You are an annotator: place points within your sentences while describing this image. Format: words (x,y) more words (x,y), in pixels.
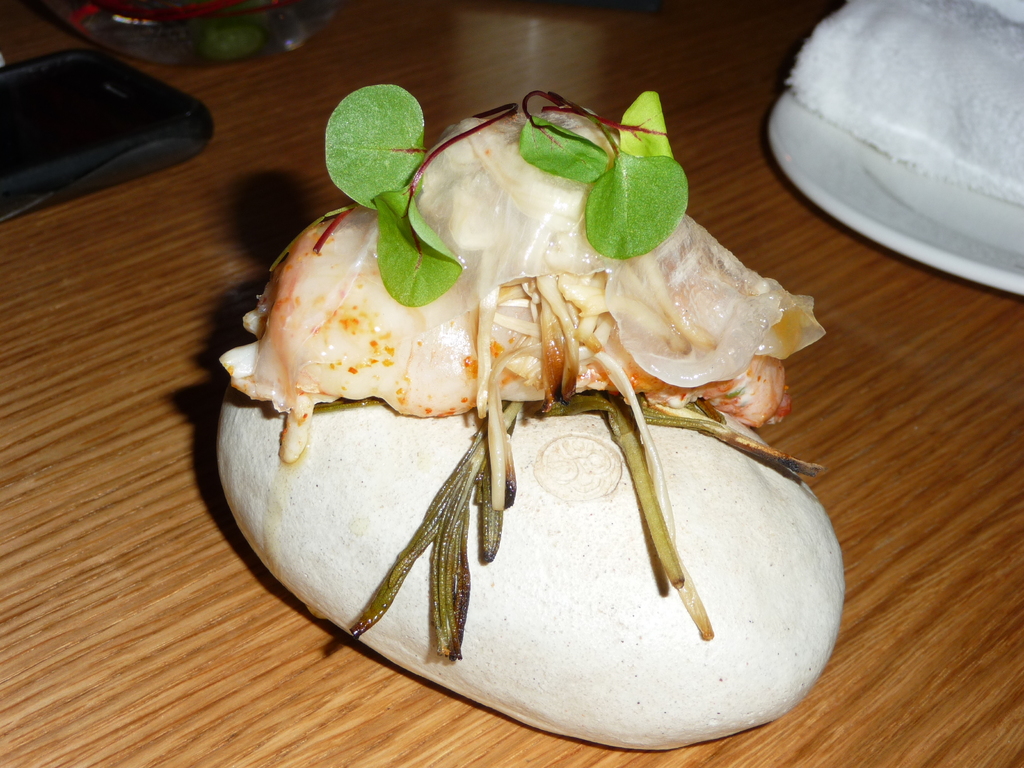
In the picture we can see some food items (631,289) are placed on a wooden table (947,400). Here we can see a mobile phone (90,113) and few more objects (960,64) are placed on a wooden table (47,535).
